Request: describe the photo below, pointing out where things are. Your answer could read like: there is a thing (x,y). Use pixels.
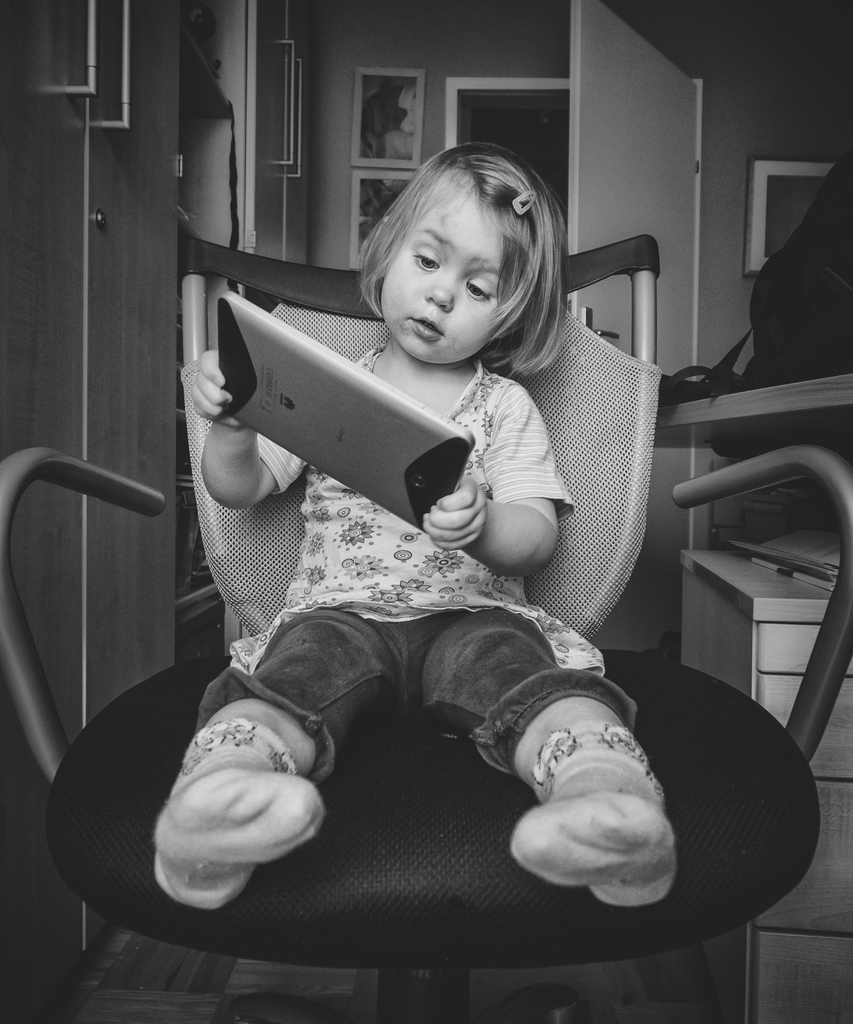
In this picture I can see there is a girl (202,832) sitting on the chair (421,808) and she is holding a tablet (352,380) and she is looking into it. She is wearing a shirt (375,520), jeans (357,654) and socks (562,758). There is a clip (528,194) in her hair (547,248) and there is a cupboard (86,322) into left and it has handles (125,64) and there are few photo frames (392,113) placed on the wall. There is a door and a wooden table (836,399) at right (834,382) and there is a bag (805,318) placed on the table (848,387).
